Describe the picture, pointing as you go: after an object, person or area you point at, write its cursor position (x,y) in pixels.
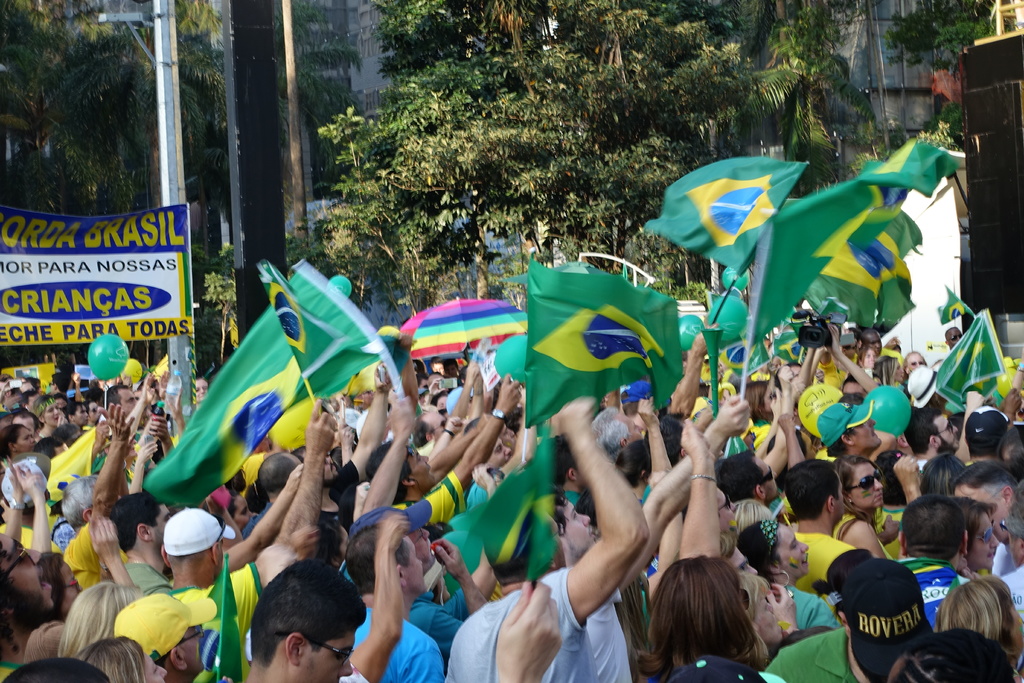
In this image I can see number of persons (646,583) are standing and I can see few of them (316,401) are holding flags (336,376) which are green, blue and yellow in color. I can see a balloon (97,356), an umbrella (451,343), a banner (92,305) and in the background (420,174) I can see few trees (488,113) and few buildings (867,95).
